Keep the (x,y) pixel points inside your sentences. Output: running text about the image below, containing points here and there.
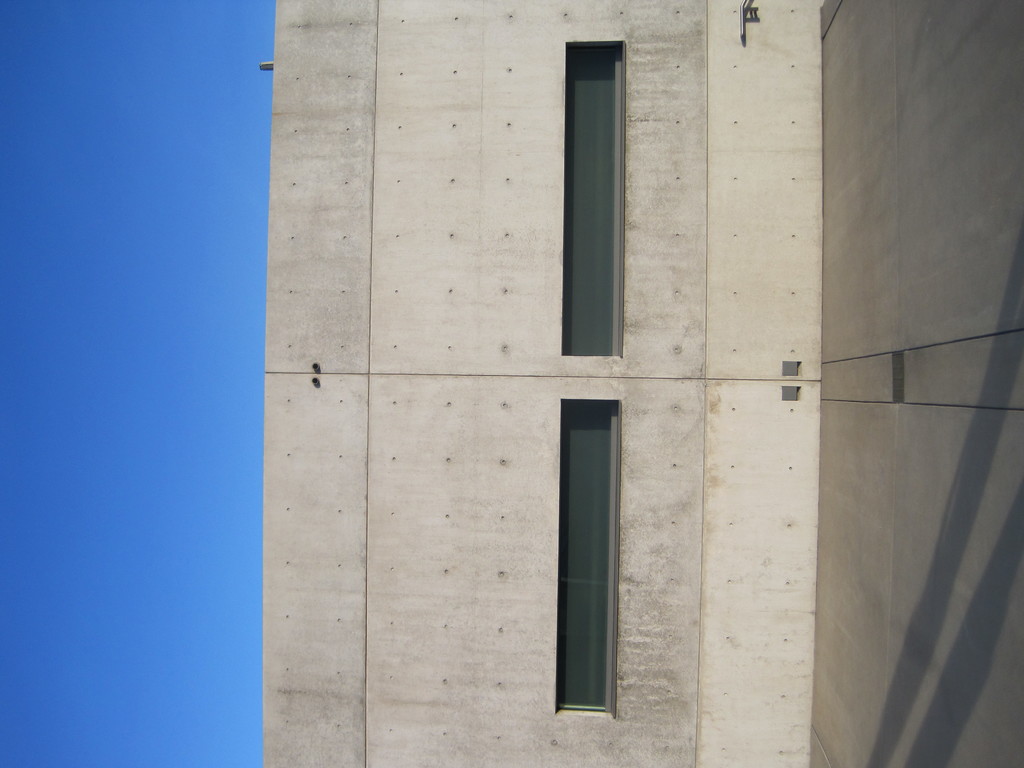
In this picture we can see a wall (436,503) and windows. On the left side of the picture (164,336) we can see sky (191,482).
